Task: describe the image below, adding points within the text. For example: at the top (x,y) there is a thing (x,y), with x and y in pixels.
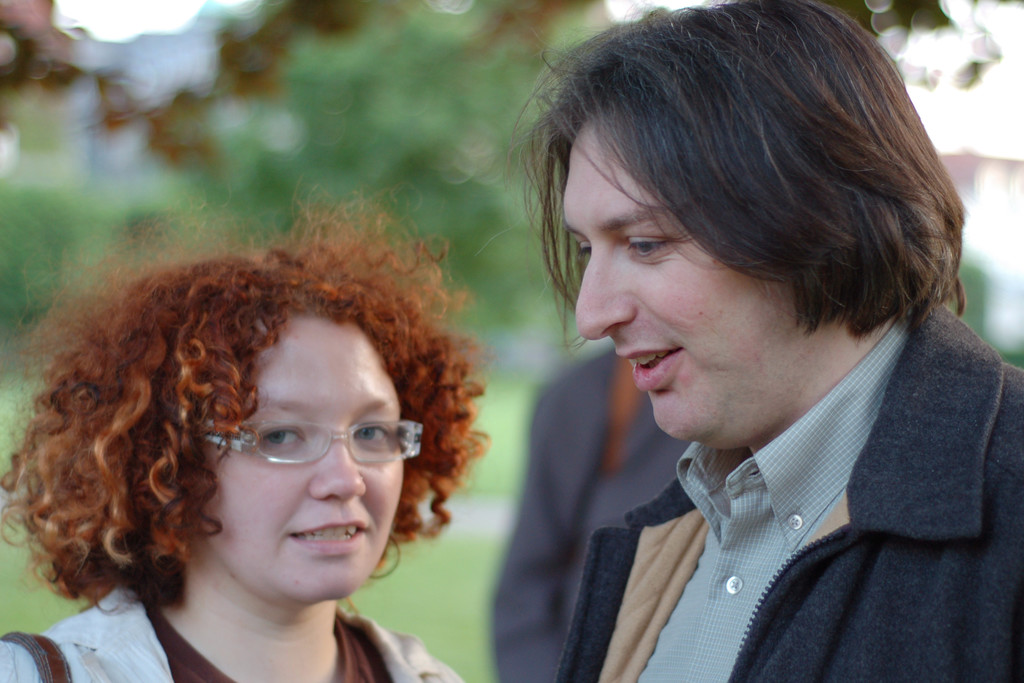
In the picture I can see a few people (665,302), two people (449,442) are talking each other.
